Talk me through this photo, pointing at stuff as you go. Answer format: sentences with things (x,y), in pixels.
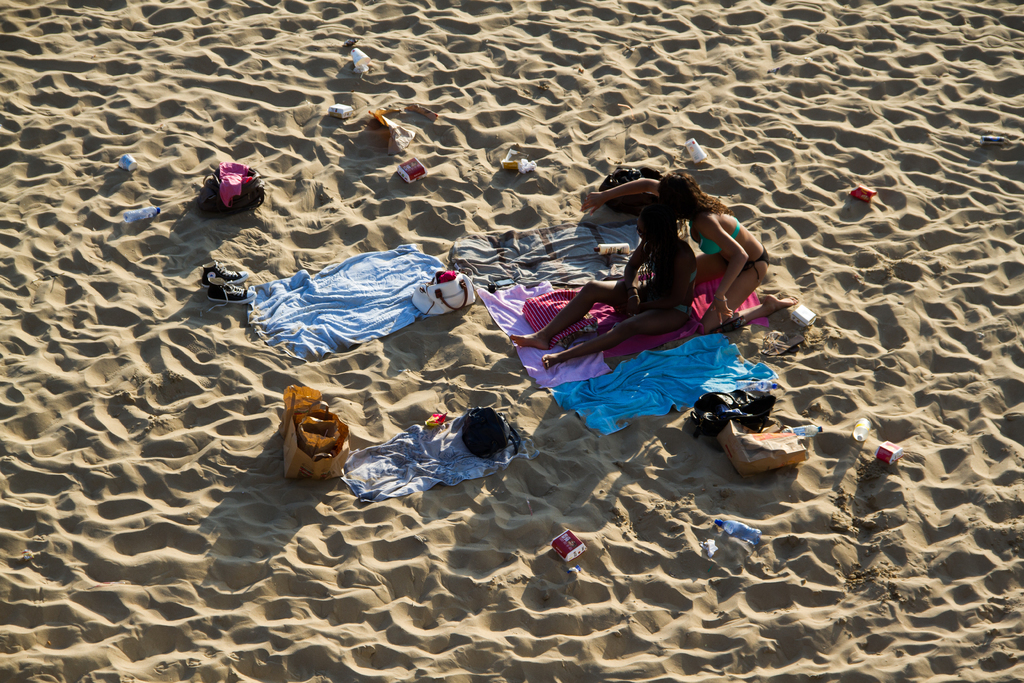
In this image I can see few people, colorful clothes (455,438), bags (477,424) and few objects (569,533) on the sand (655,439).
